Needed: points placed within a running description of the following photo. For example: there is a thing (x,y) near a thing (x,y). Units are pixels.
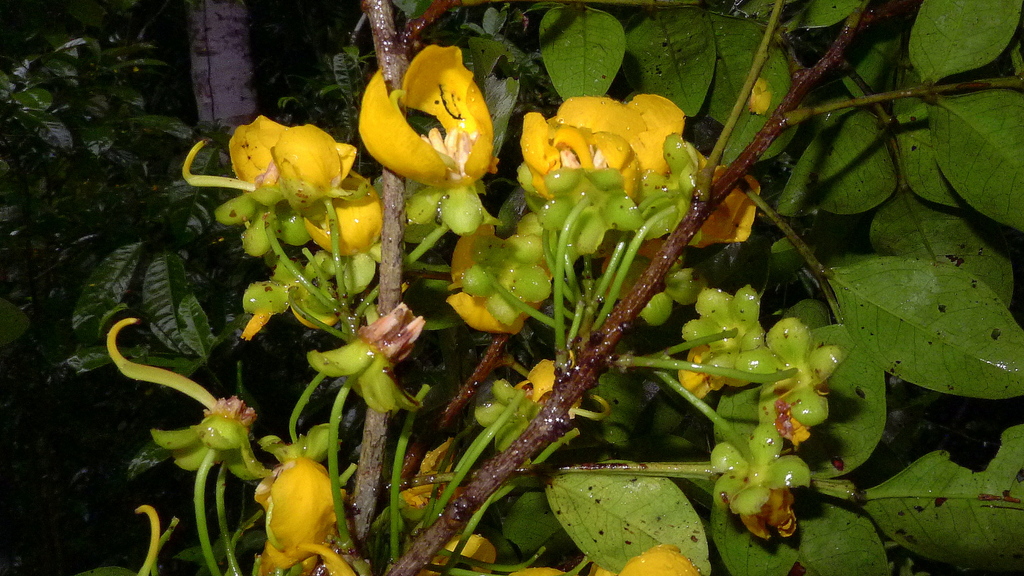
In this image we can see flowers (247,152) to the plant (575,361) which are in yellow color.
